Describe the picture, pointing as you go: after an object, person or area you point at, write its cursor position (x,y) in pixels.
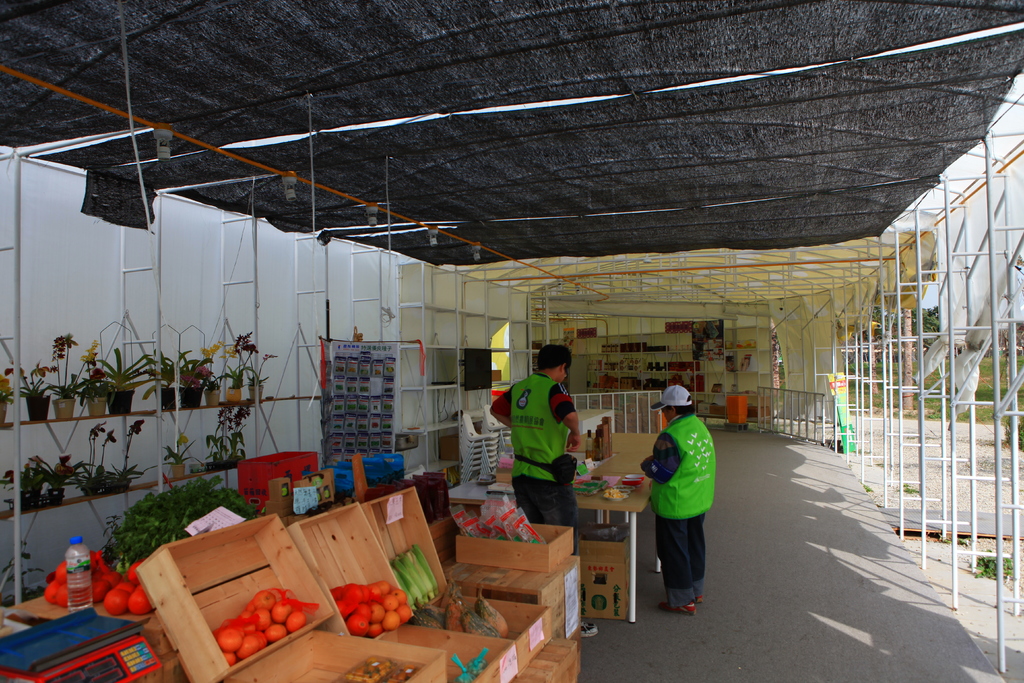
In this picture we can see two persons (681,524) standing on the floor (730,588). These are some vegetables (123,610). And on the background (190,404) we can see some plants (227,415) and this is the shed (225,14).
